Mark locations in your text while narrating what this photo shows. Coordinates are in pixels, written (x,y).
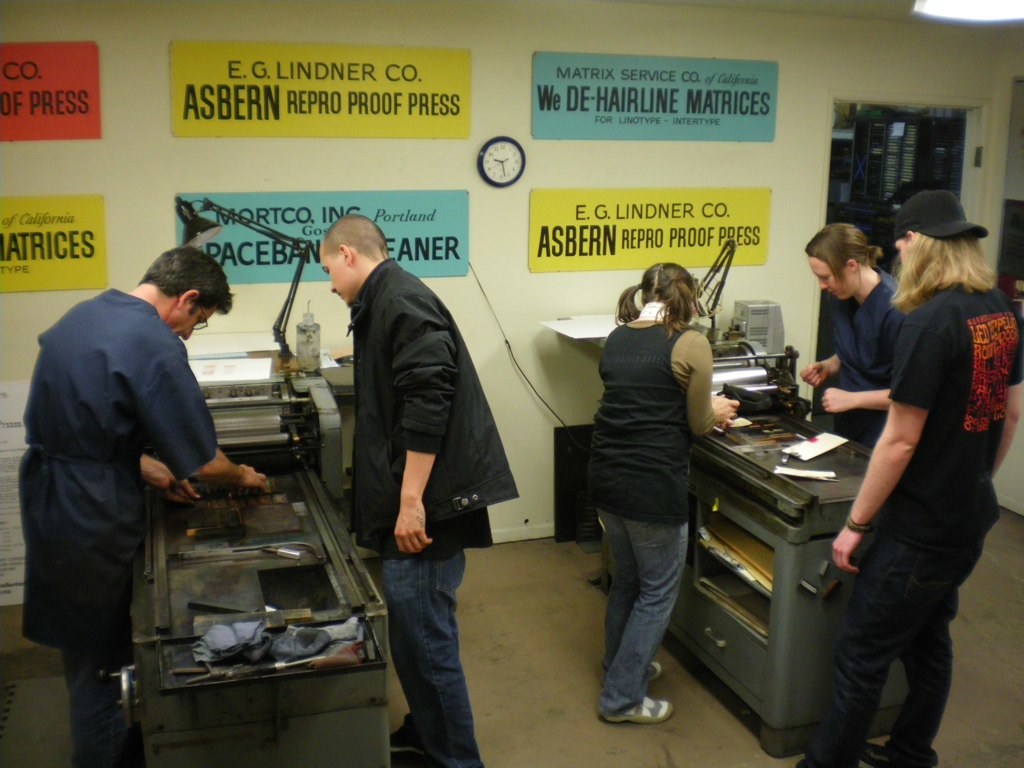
In this image I can see few people (412,424) are standing, I can see one of them is wearing a jacket (441,434) and one is wearing a black colour cap (951,219). I can also see few machines (761,384), few white colour things (6,577) and on this wall (6,31) I can see different colour of boards (213,217). I can also see a clock (494,168) over here and on these boards (747,214) I can see something is written.
